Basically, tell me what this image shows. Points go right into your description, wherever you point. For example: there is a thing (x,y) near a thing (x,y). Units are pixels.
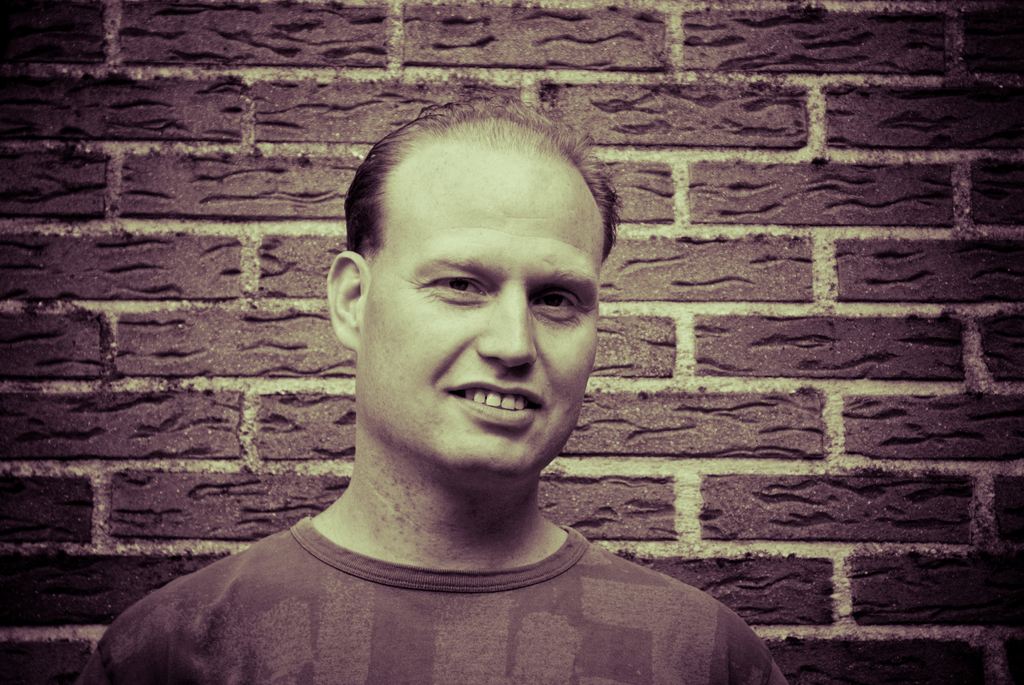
In the center of the image (443,448) there is some person (414,566) with t shirt (510,602). In the background (783,213) there is a brick wall (789,278).
